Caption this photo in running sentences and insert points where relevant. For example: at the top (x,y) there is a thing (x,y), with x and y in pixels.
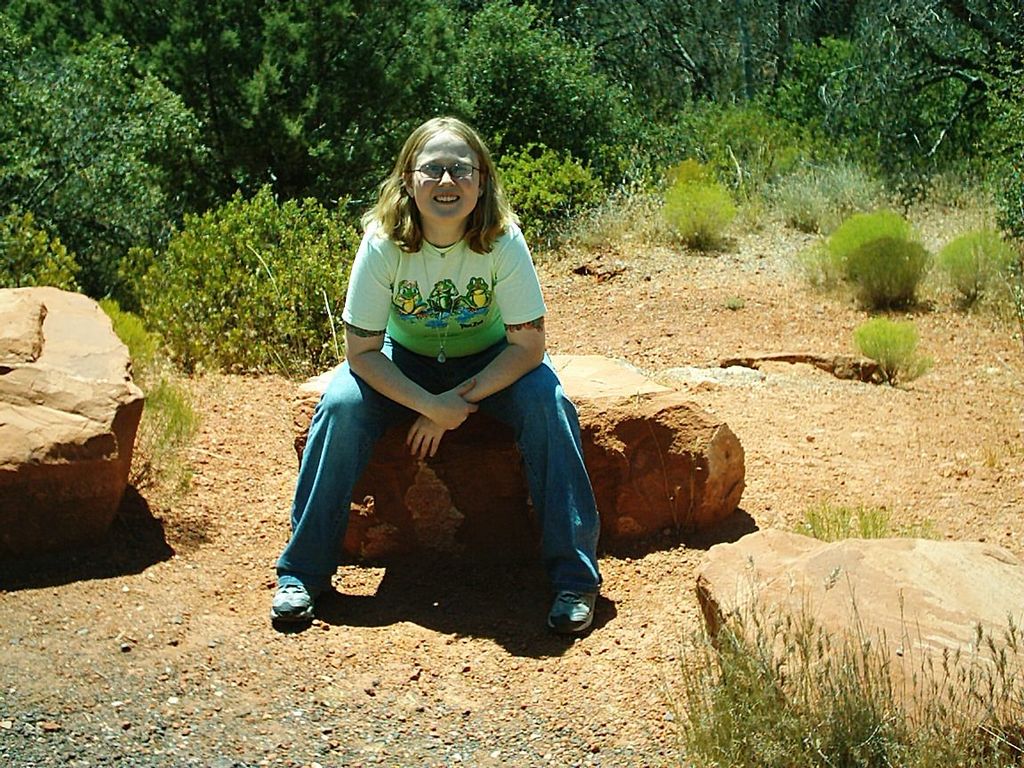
In this image we can see a woman (496,192) sitting on a rock (602,466). There are some plants (850,186) and trees (860,145) in the background (714,158).
